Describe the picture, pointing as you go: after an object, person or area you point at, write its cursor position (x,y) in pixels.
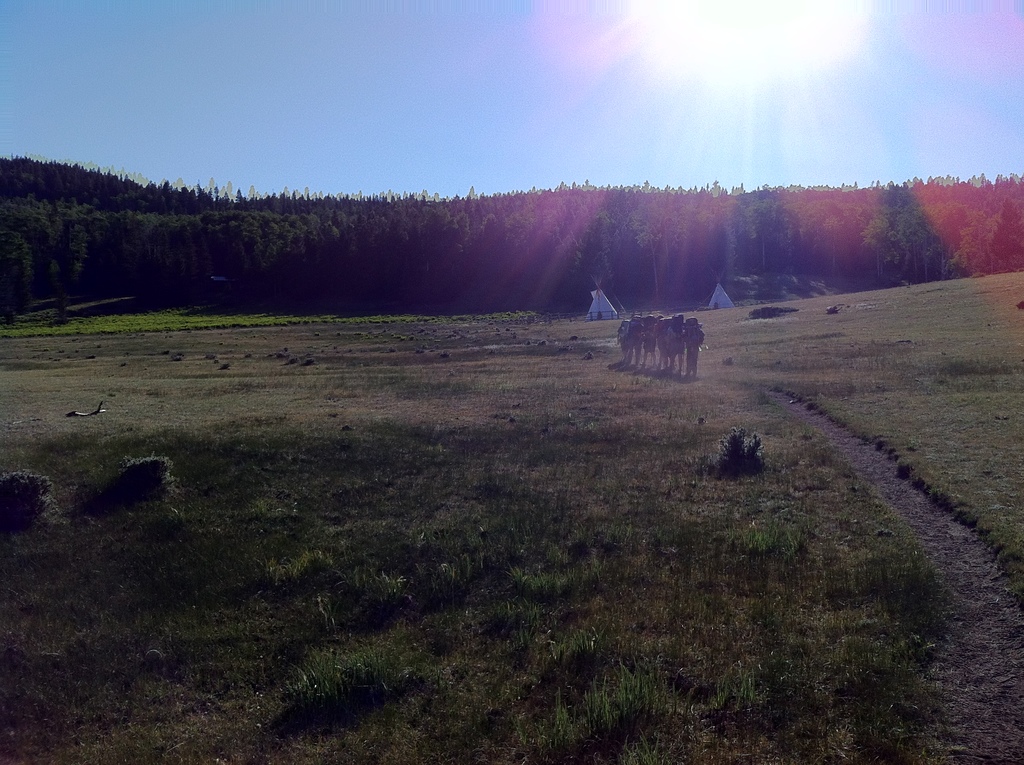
In this image I can see group of people (653,334) standing, background (786,252) I can see trees (475,251) in green color and the sky (390,89) is in blue color.
